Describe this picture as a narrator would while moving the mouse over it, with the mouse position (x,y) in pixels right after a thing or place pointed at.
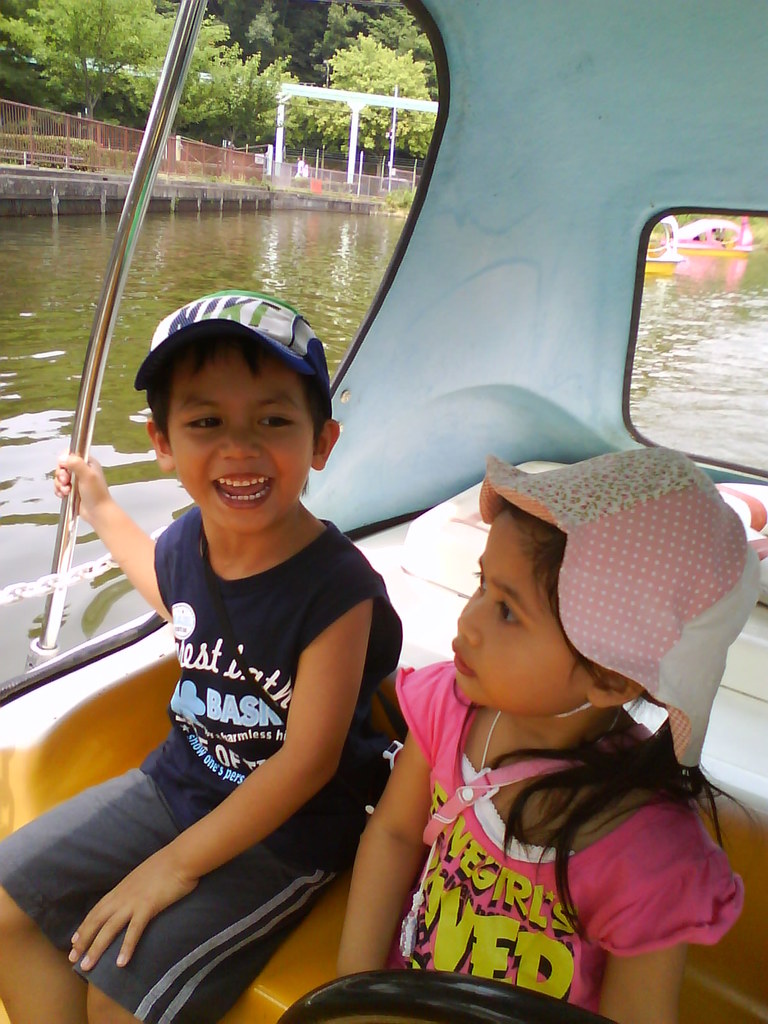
In this image we can see kids (290,746) are sitting in a boat (446,111). Boy (321,614) is holding the rod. In the background (312,180) there is water (232,234), railing (289,163), bridge (310,90), poles (357,127), trees (327,6) and things (703,223).
